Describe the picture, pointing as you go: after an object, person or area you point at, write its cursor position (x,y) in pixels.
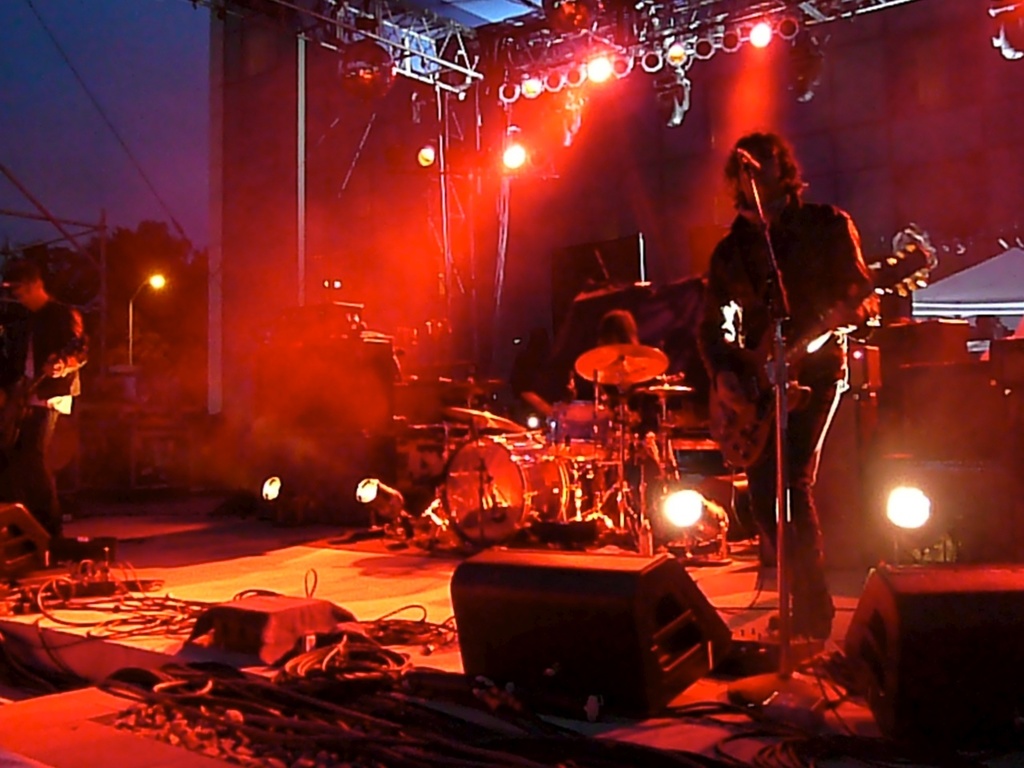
This image is taken in a concert. There are few people (54,313) in this image. At the bottom of the image (323,546) there is a floor (338,539) and there were few lights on it. In the right side of the image (797,568) a man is standing holding a guitar (732,403) in his hand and singing with a mic (752,156). In the middle of the image (554,487) there were few musical instruments (612,467) on the floor (458,559). In the left side of the image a man (17,316) is standing. At the top of the image (862,9) there were few lights (579,76) to a stand (464,39).
